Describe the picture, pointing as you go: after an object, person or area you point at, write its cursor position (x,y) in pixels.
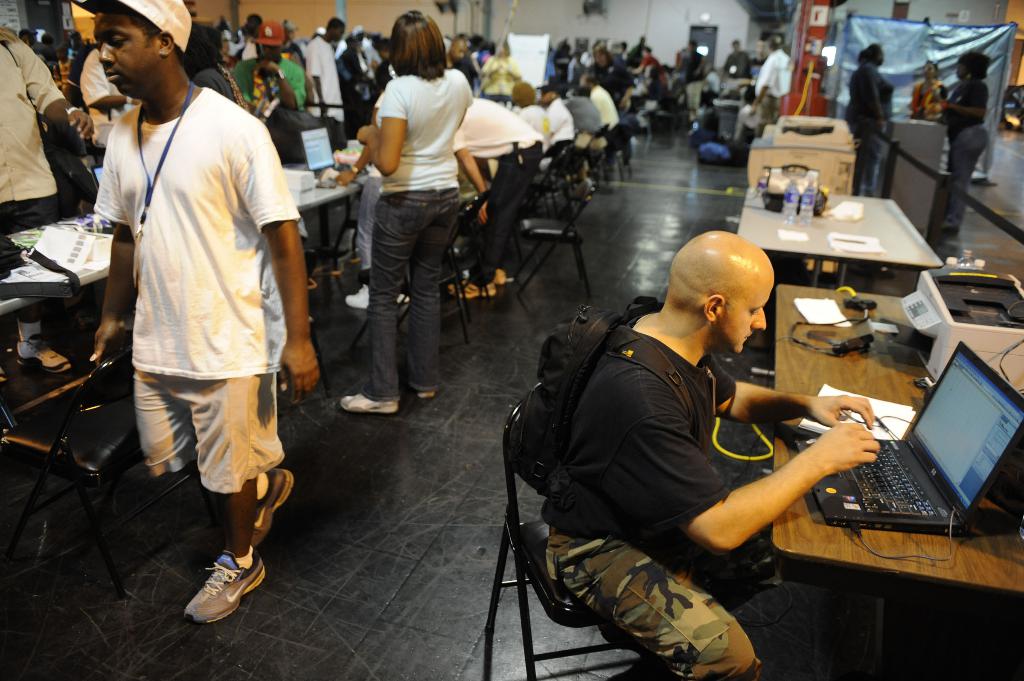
In this picture I can see there are few people (649,525) sitting and working at the table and there are papers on the table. There are laptops (936,467) on the table (874,337). There are few people (497,184) standing on to the left side (262,91) and there is a man (231,124) walking here, there are also few people (852,107) standing on to right side (871,50). There is a printer (982,279) and water bottles (792,211) placed on the table (888,316).
